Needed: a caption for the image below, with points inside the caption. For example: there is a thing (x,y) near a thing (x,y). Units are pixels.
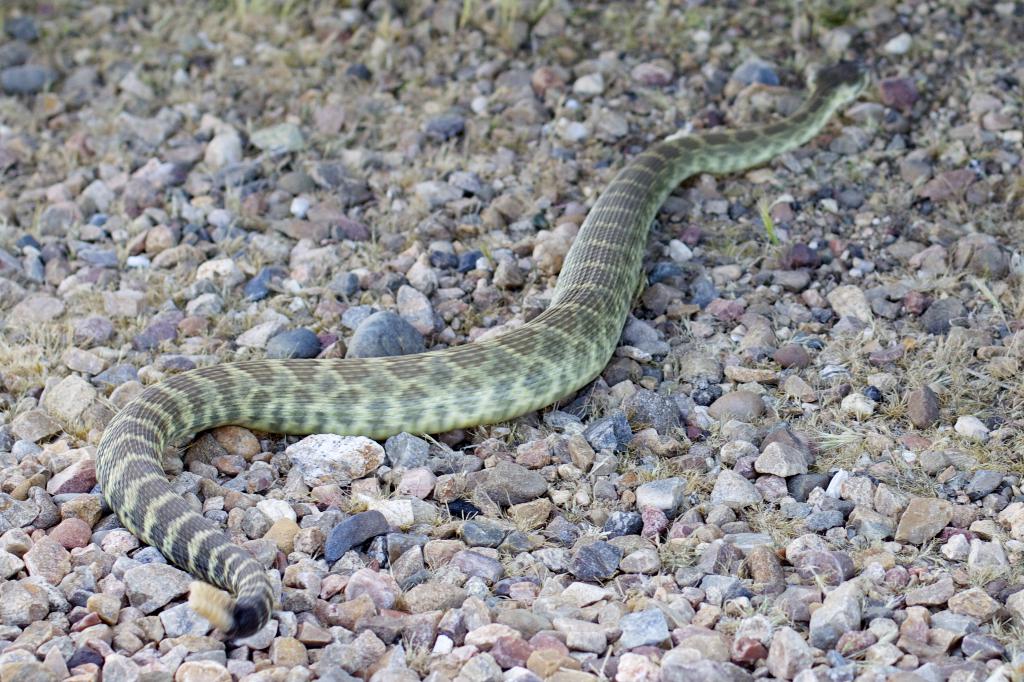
In the picture I can see a snake (396,379) on the ground (464,453). I can also see stones (637,467) and the grass (700,489).
